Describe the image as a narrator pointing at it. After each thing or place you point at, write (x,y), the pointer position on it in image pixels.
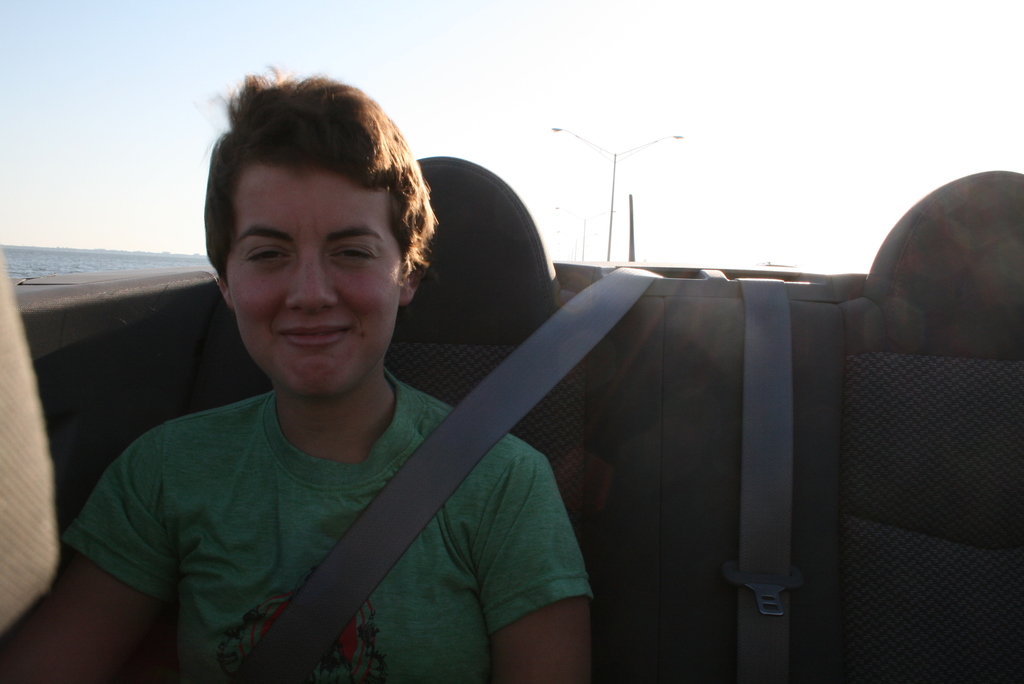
In this image there is the sky (522,30) towards the top of the image (680,45), there are poles (613,216), there are streetlights (612,201), there is water (73,256) towards the left of the image (42,254), there is a person (220,255) sitting in the back seat (633,445) of a car (481,447), they are wearing a seatbelt (479,450).
